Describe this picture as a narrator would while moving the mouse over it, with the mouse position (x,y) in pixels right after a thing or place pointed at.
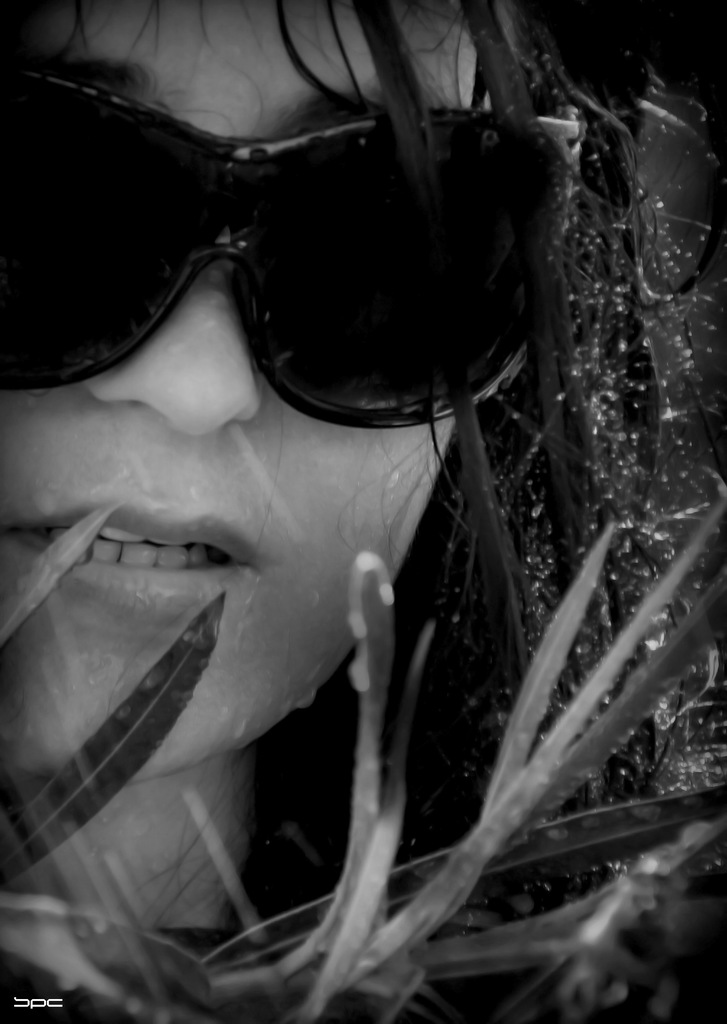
In this picture I can observe a girl (162,515). She is wearing spectacles (326,250). In front of her I can observe some leaves (326,961) of a plant (512,816).
